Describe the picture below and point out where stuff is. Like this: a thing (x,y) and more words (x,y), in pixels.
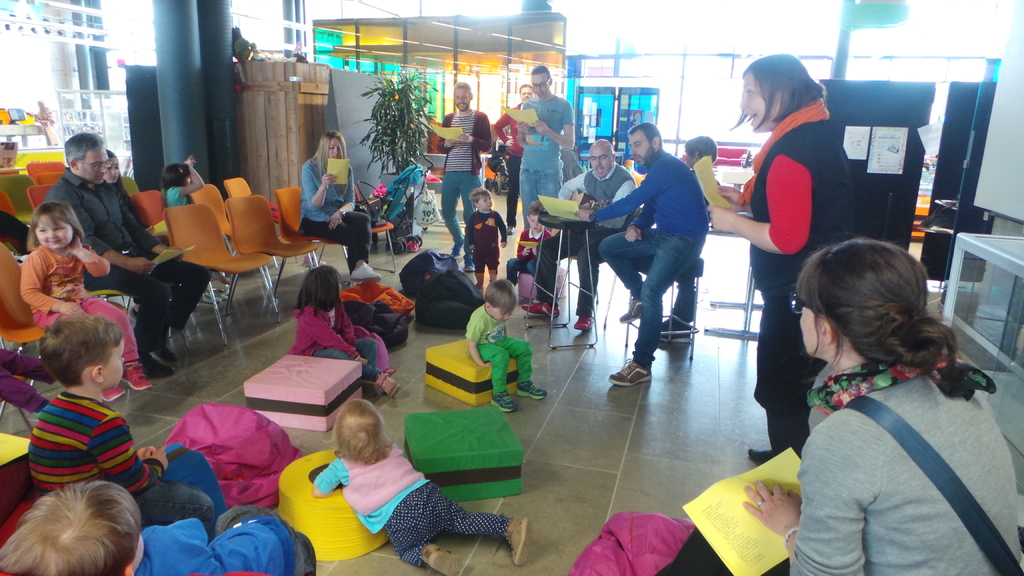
This picture describes about group of people (307,309), few are seated and few are standing, and few people (645,346) holding papers (567,204), in the background (382,116) we can see a plant (397,139), few buildings (416,68) and metal rods (458,48).
